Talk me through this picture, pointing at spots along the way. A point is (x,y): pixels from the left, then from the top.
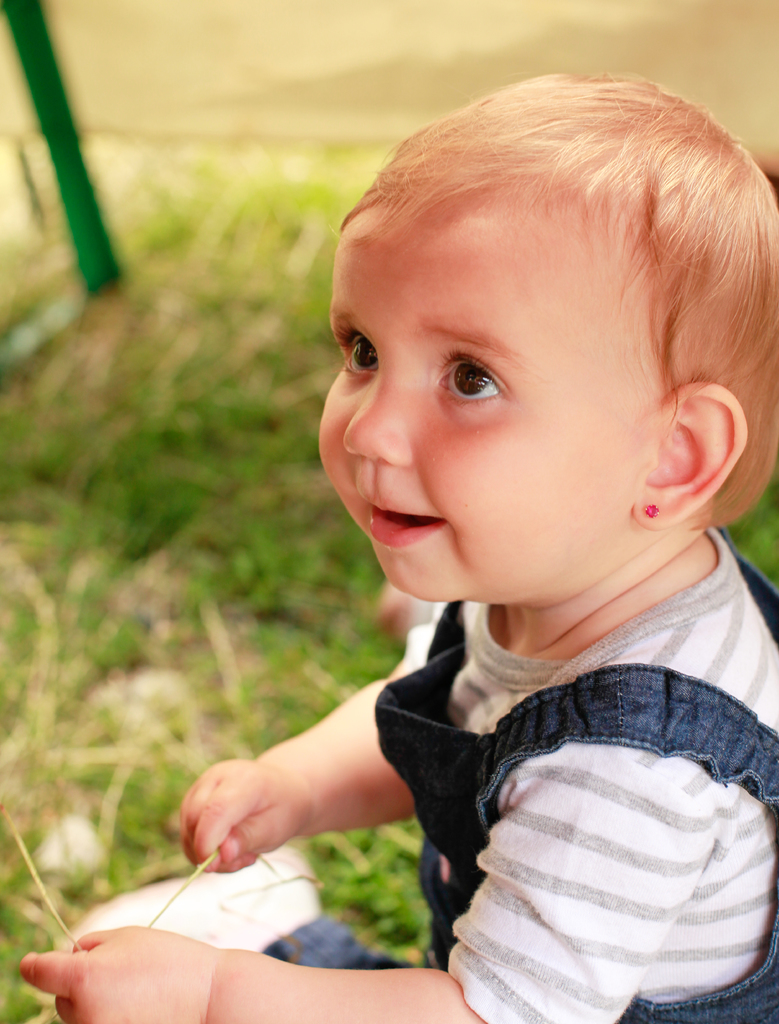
In this picture there is a baby (655,633) holding an object (176,895) in her hand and there is greenery ground (181,641) beside her and there is a green color object (51,100) in the left top corner (62,101).
